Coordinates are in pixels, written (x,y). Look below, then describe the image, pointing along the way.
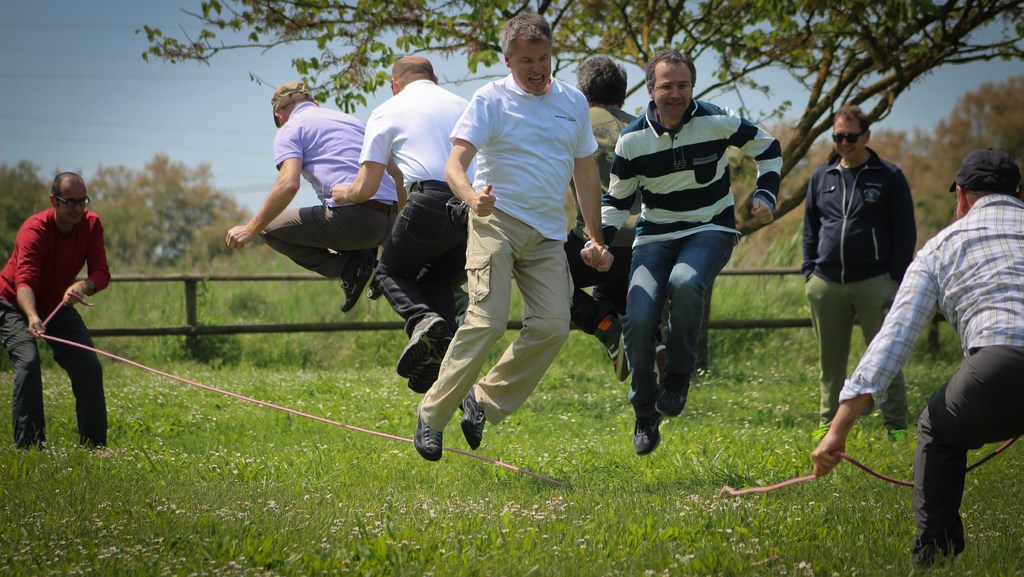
In this image we can see some people (397,223), grass (353,341), fence (274,277), rope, trees (362,43) and in the background (275,131) we can see the sky (186,132).
